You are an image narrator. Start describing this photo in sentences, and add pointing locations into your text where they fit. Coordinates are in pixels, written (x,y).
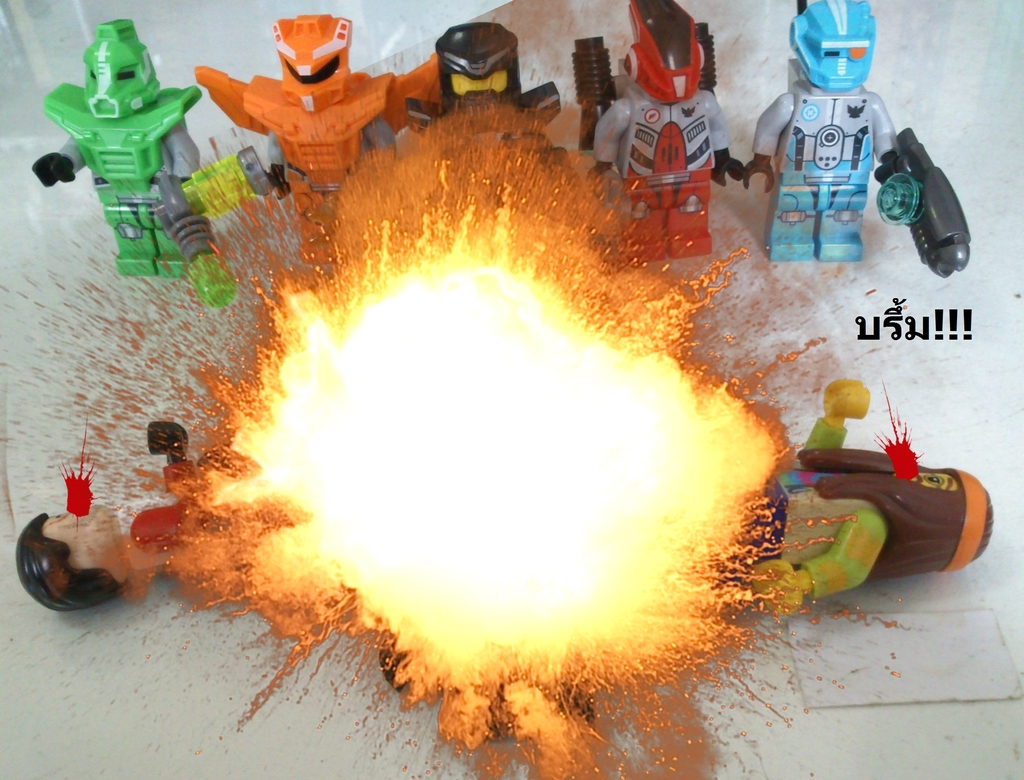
In this picture we can see toys (342,56) and fire (546,477).
